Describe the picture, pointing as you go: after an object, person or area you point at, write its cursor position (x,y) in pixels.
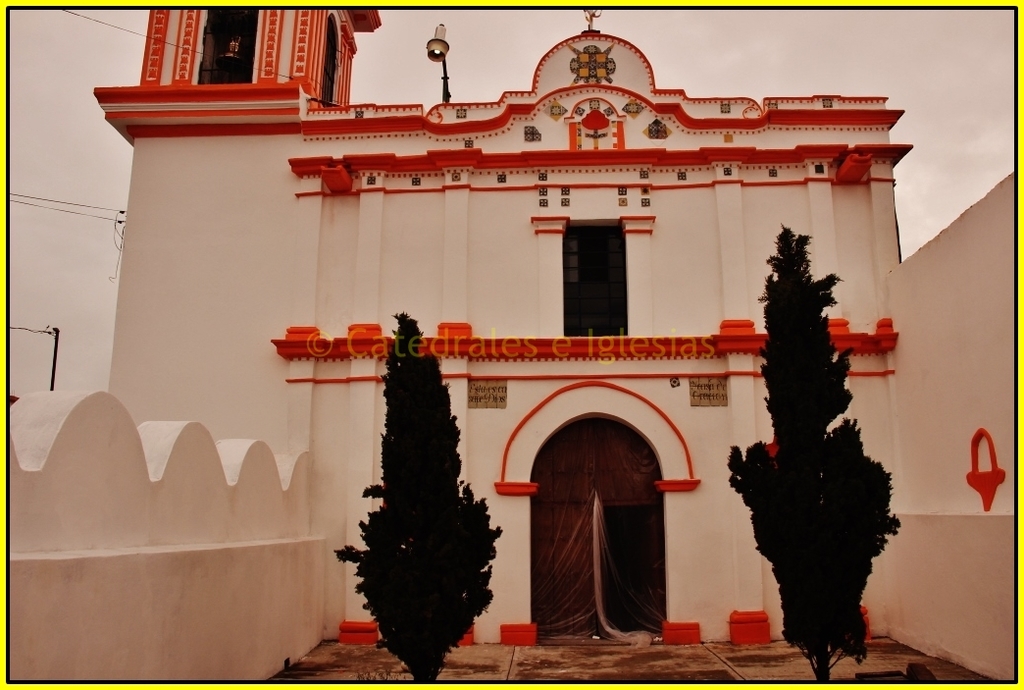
In the foreground of this image (445,540), there are two trees (805,573). In the background (606,215), there is a building's (446,243), a light (443,53), wall (953,308), pole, cables (105,208) and the cloud (77,154).
